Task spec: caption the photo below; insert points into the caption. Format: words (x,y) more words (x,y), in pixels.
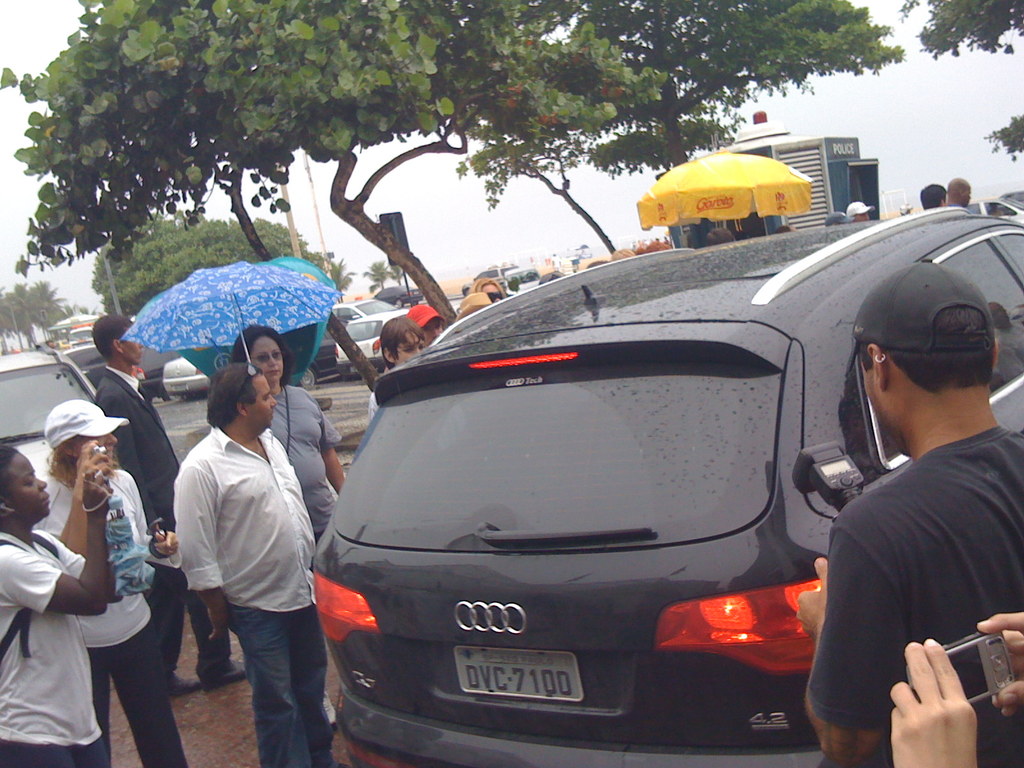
In this image there are a group of people (134,533) who are standing and also there are some cars (726,297). In the background (820,194) there are some buildings (755,225), trees (315,105), tent (772,192), and traffic signal (398,236) and some of them are holding some cameras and one person (333,454) is holding an umbrella (249,309).
